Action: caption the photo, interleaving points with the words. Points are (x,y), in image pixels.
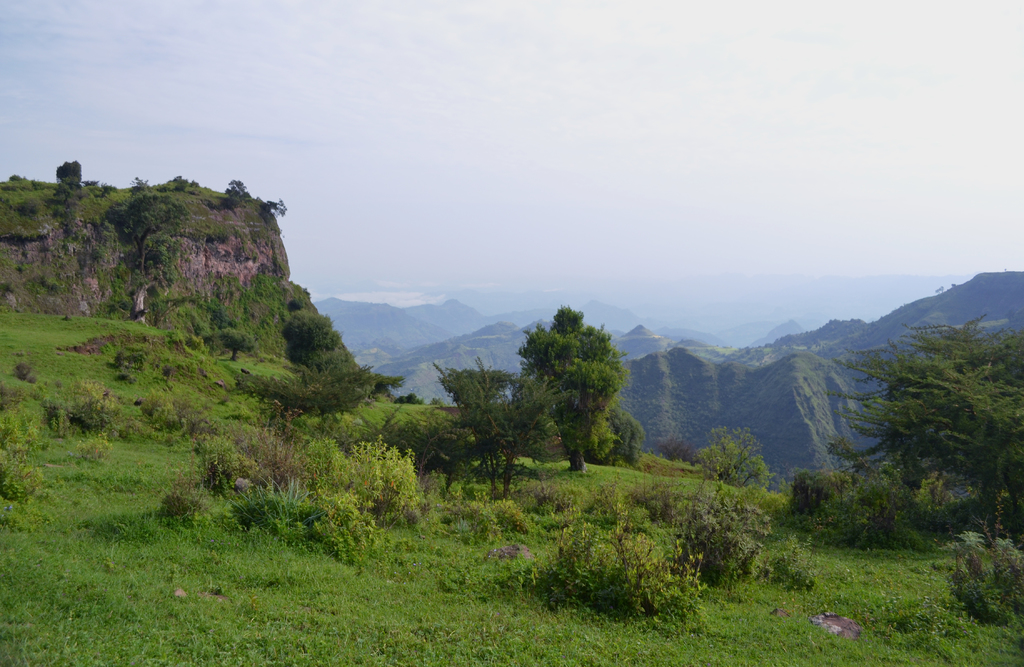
In the picture we can see a hill (555,606) with a grass surface (457,651) on it, we can see some plants (242,439) and trees (223,344) and far away from it, we can see many hills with plants (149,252) and trees (124,230) and in the background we can see a sky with clouds (930,203).
